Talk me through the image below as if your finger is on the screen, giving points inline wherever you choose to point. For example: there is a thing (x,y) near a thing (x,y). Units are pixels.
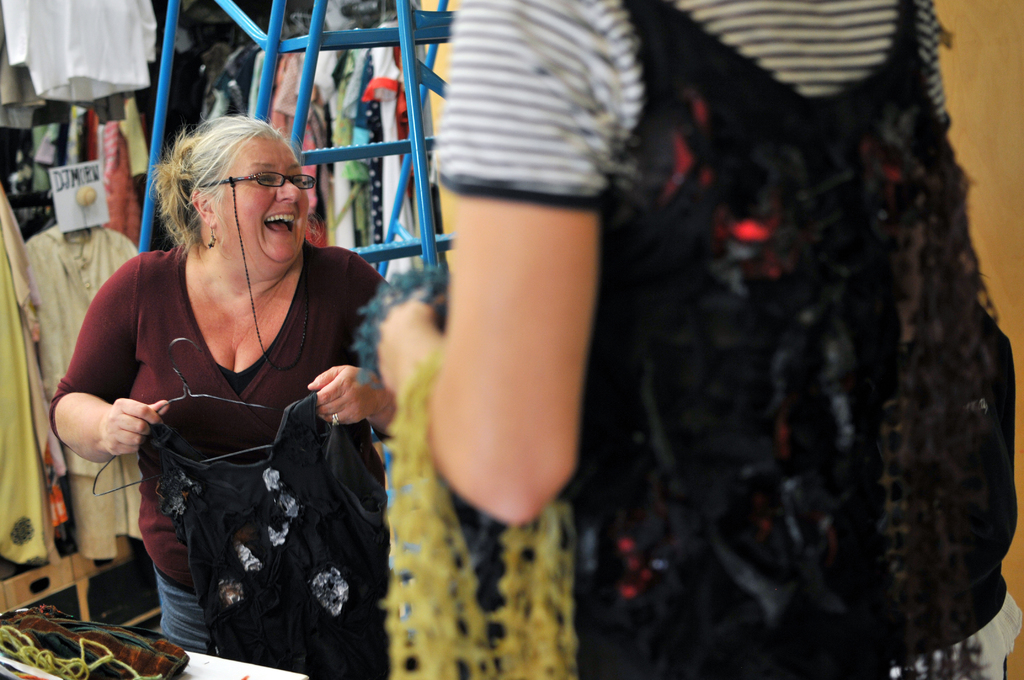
In this image we can see woman (163,295) holding clothes (327,437). In the background (240,77) we can see ladder (261,88), clothes (21,285) and wall (973,52).
